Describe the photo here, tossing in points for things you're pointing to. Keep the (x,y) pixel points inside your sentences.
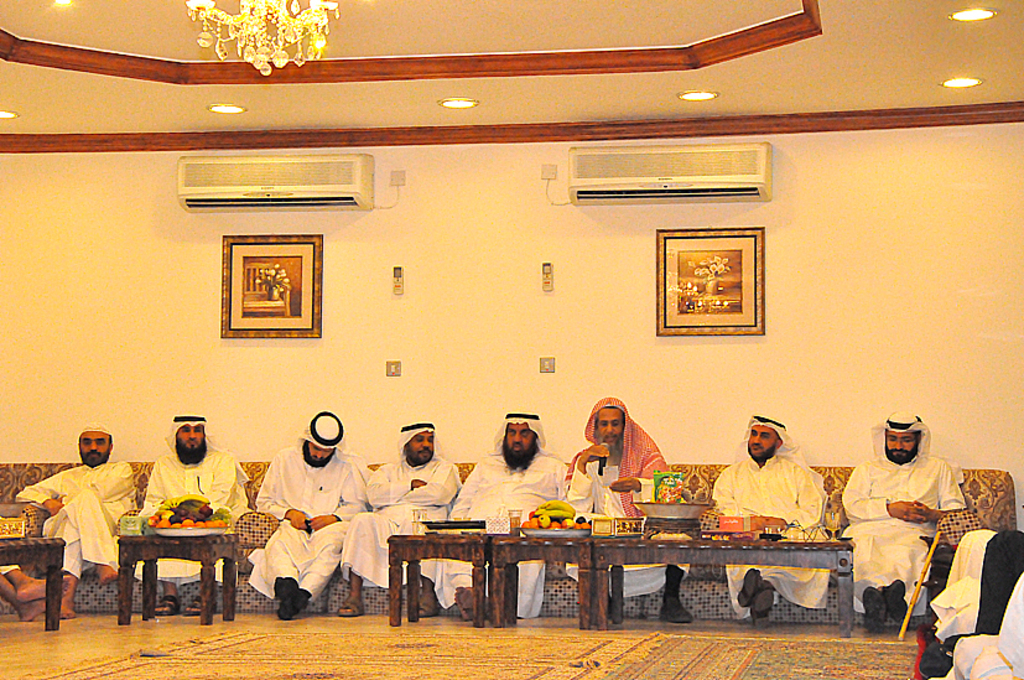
In the picture we can see eight people (496,459) all are men (647,438) sitting on a sofa (699,469) near the tables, on the tables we can find a bowl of fruits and food items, in the background (534,388) we can see a wall (593,237) with photo frames (299,319) and A/C conditioners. And to the ceiling (123,93) we can see a light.
